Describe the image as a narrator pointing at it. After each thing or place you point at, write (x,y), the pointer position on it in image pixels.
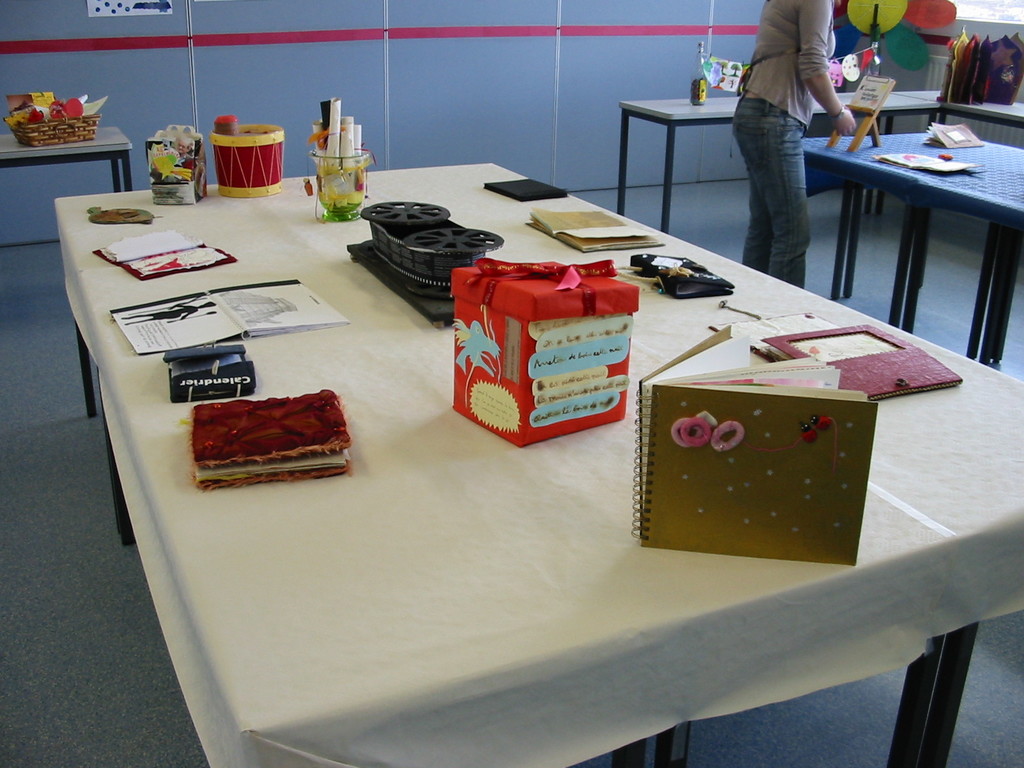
In this picture we can see table (385,293) and on table (323,344) we have cards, books (685,400), box (550,372), wheels (437,258), glass (324,191) with papers (324,151) rolled in it, drum (256,155), basket (68,131) and in background (509,85) we can see person (767,53) standing, wall (528,61).
